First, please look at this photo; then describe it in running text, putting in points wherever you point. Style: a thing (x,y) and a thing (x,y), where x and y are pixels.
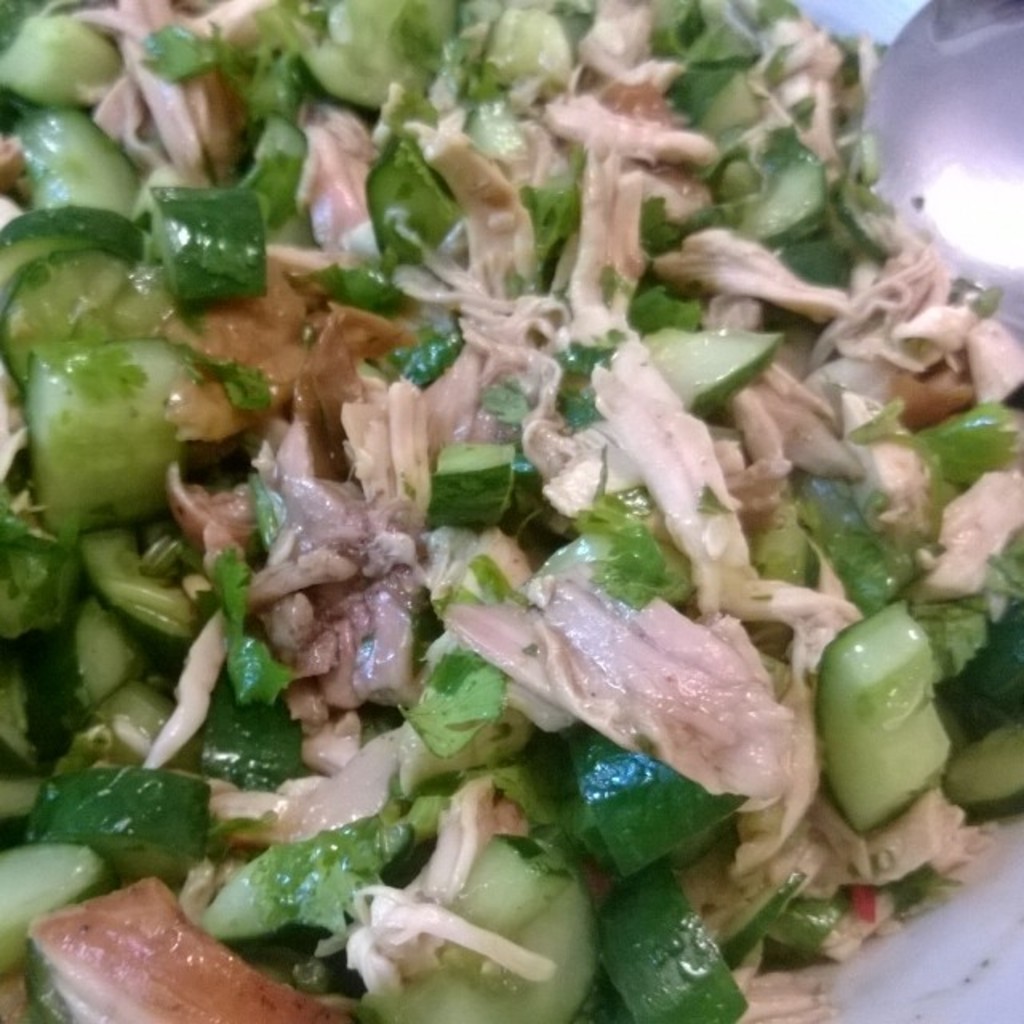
In this image we can see food item (586,580) on the plate (962,948).
